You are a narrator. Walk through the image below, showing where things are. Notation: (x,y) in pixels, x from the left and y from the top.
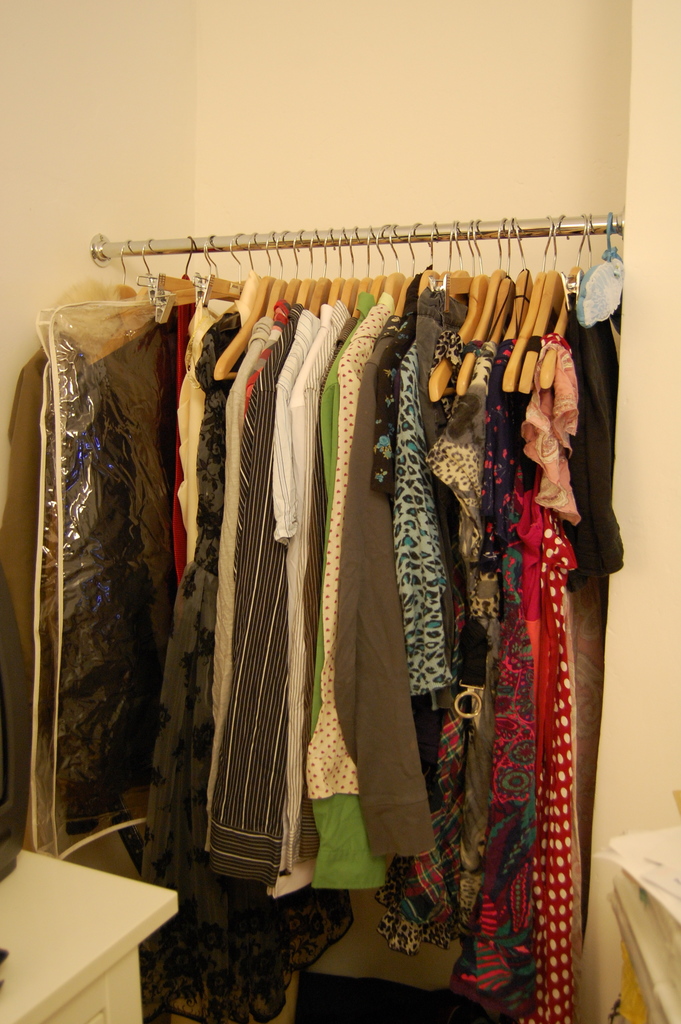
There are many clothes (418,428) attached to a pole (405,232) above it and there is a table (123,924) in the left bottom corner (77,948).
